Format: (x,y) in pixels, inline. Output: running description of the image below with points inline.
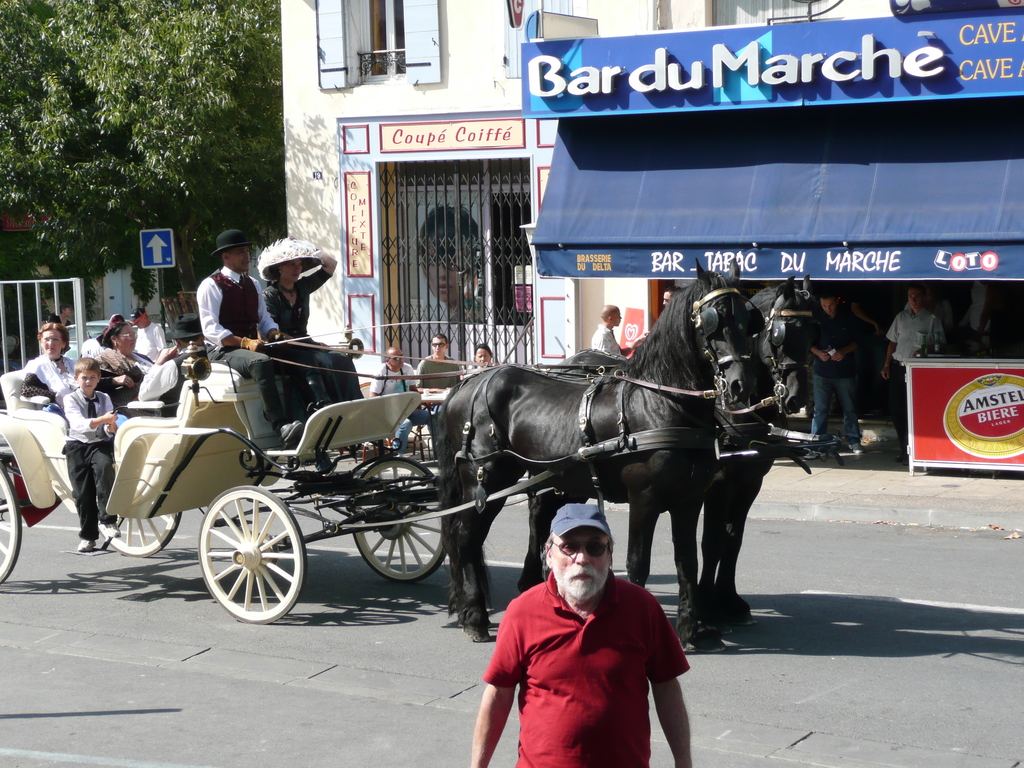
In the image in the center (564,382) we can see two black color horses (546,432) and we can see one wheel cart (64,432), which is attached with the horses (448,462). On the wheel cart (211,383), we can see few people (238,351) were sitting. In the bottom of the image, we can see one person (570,671) standing and wearing cap (588,513) and red color t shirt (584,659). In the background (390,120) we can see trees (95,247), banners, building (472,200), wall (474,63), window (438,284), sign board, few people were sitting, few people (894,360) were standing etc.
